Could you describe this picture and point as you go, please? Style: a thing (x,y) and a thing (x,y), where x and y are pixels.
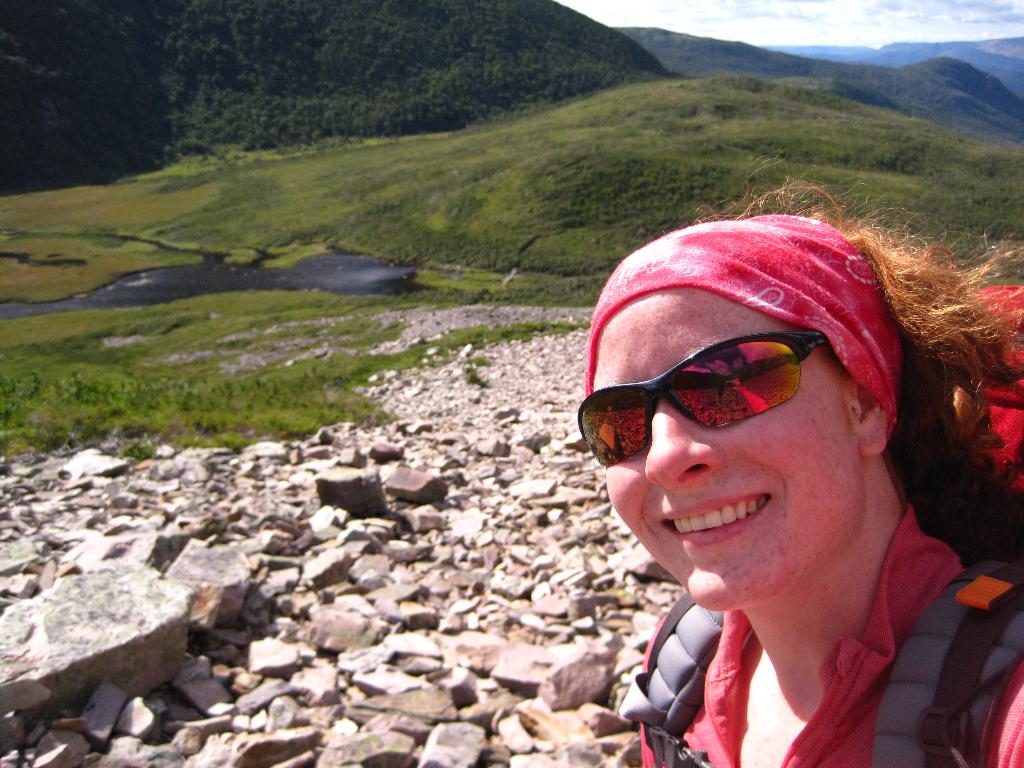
Right side of the image (805,283) there is a person (776,403) wearing goggles (709,386). She tied a cloth (632,253) to her head (632,341). Bottom of the image (160,540) there are few rocks (254,551) on the land (197,401) having some grass (201,315). Background (713,72) there are few hills (684,105). Right top there is sky (873,14) with some clouds (825,11).
